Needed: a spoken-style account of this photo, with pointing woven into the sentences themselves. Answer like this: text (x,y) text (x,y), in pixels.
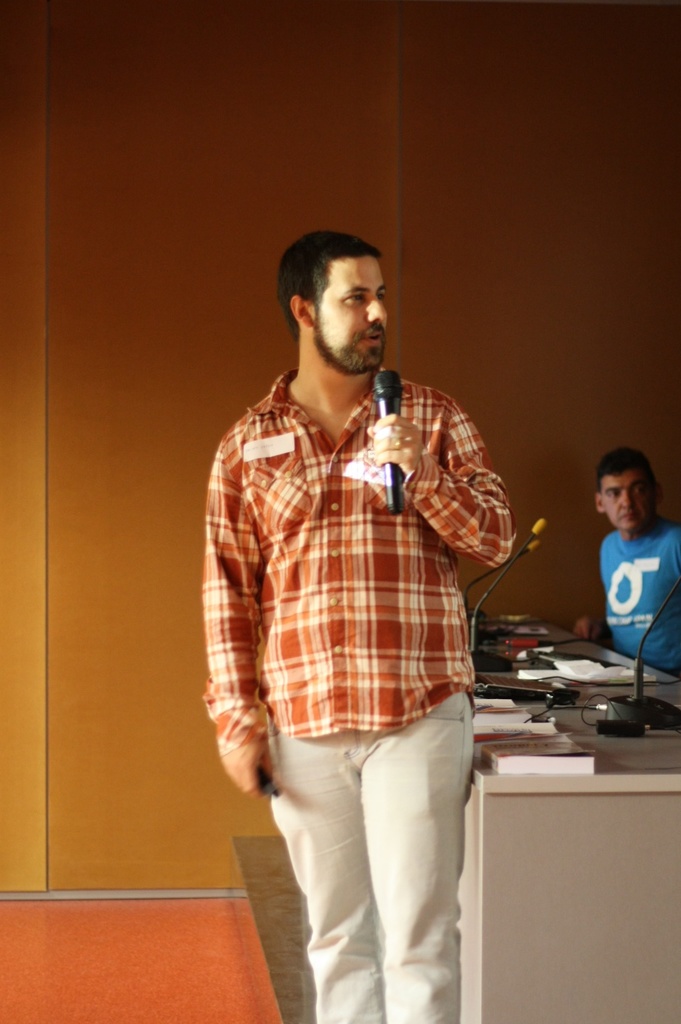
This man (329,549) is standing and holding a mic (389,386). This person (634,539) is sitting. On this table (596,698) there are papers (580,669) and mics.
